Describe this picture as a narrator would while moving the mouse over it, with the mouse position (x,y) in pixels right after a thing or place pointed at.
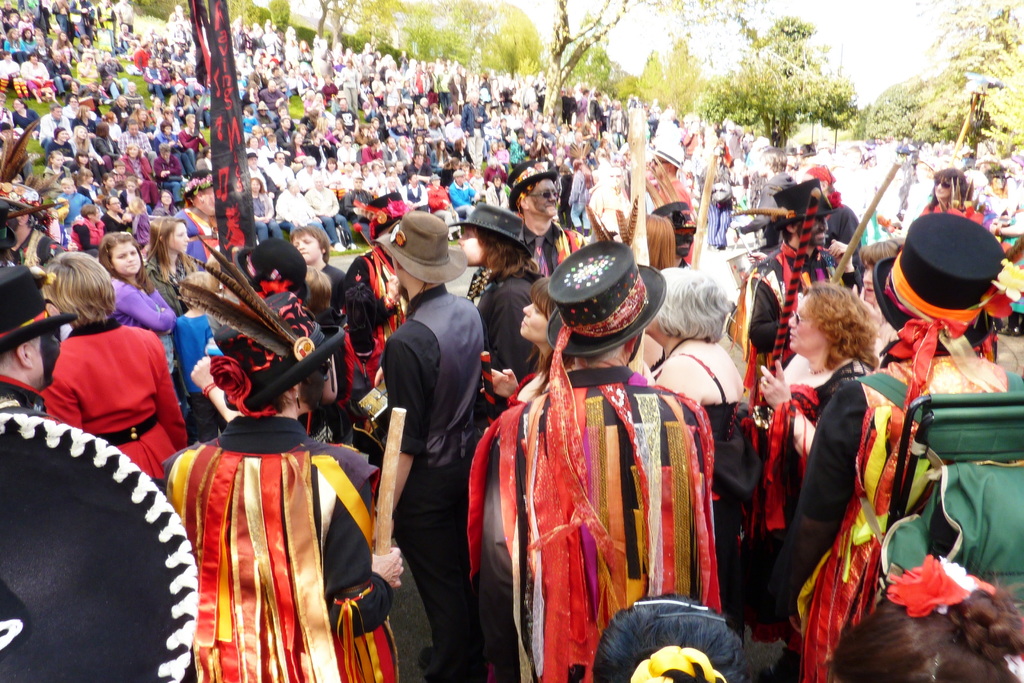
In this image there are group of persons (452,194) sitting and standing. In the background (374,16) there are trees (906,84).
